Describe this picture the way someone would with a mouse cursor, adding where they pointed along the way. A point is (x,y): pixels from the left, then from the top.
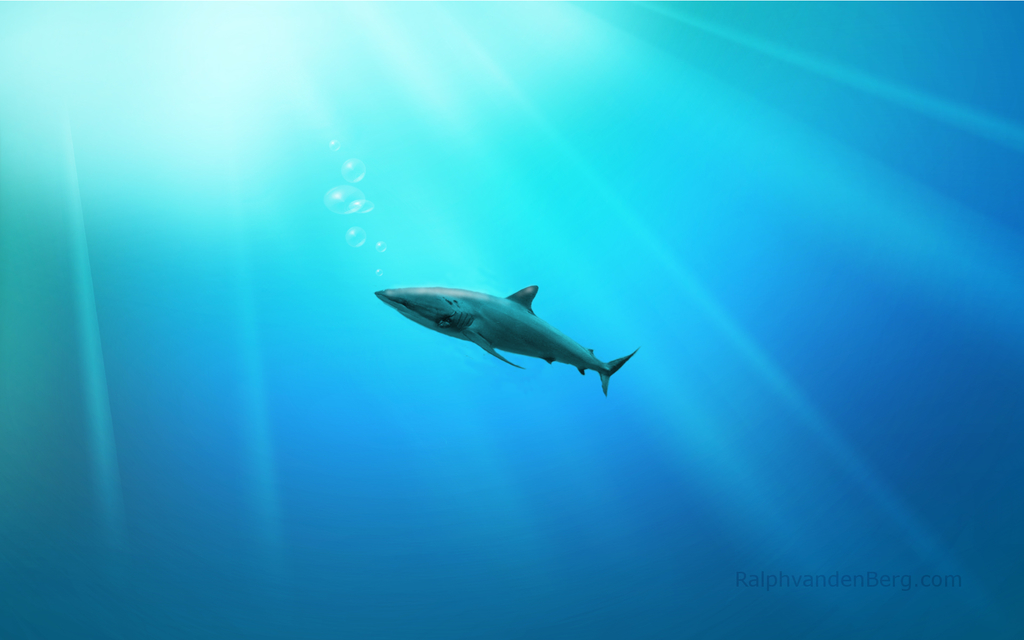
This image consists of water (413,462). There is a shark (536,350) in the middle (413,307).
